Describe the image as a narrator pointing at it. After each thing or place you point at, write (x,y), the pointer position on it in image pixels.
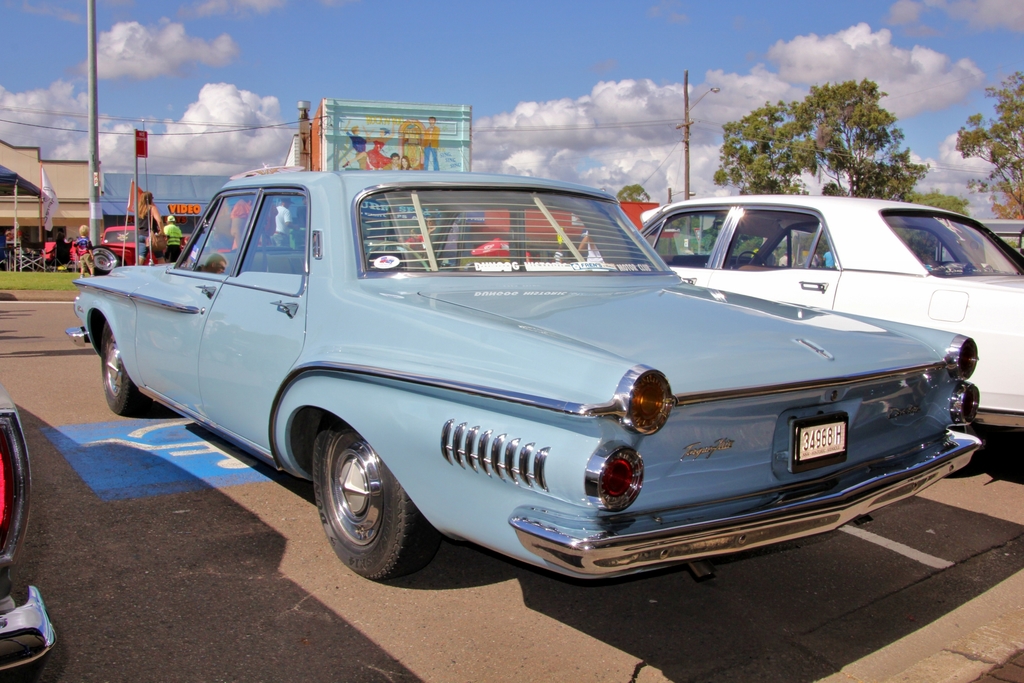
In this picture I can see few cars (501,351), trees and I can see buildings (78,199) and a board (172,208) with some text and I can see couple of humans (92,265), poles (94,86), a flag (49,204) and I can see few cartoon pictures (385,158) and a blue cloudy sky (445,52).
